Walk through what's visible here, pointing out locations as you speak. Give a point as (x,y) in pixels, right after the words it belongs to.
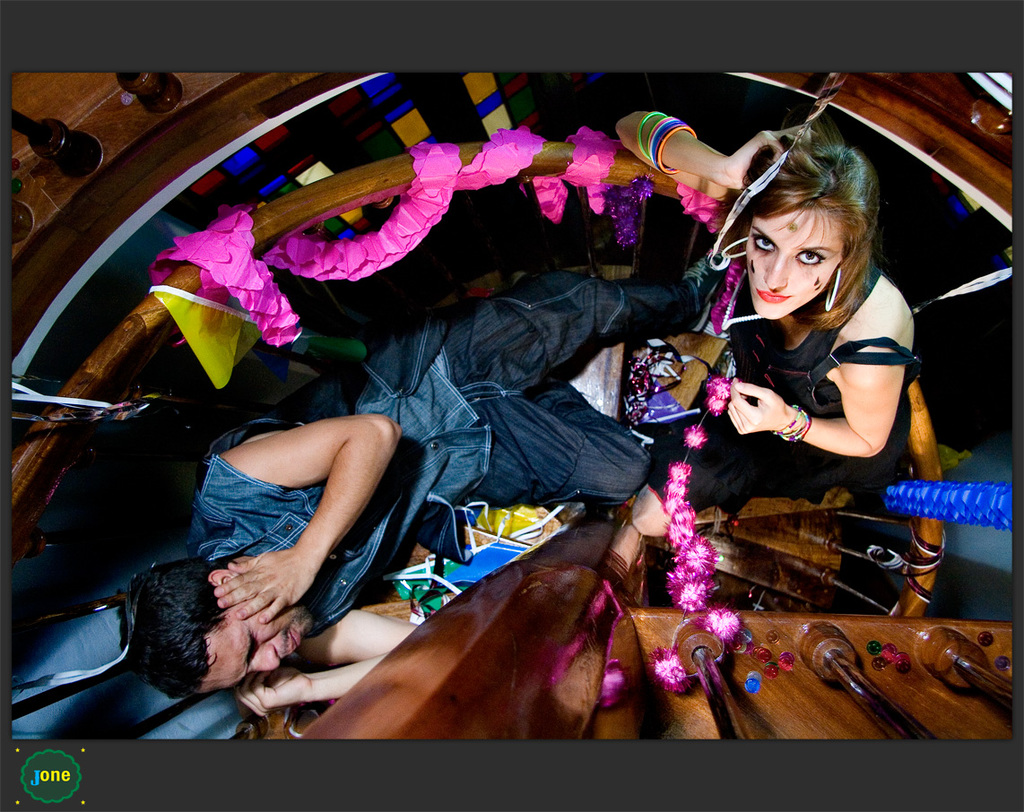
In this picture there is a man (430,507) wearing blue color shirt (386,519) is lying on the wooden spiral steps (22,179). Beside there is a woman (789,439) wearing black dress (833,481) looking up and giving a pose in the photograph.
